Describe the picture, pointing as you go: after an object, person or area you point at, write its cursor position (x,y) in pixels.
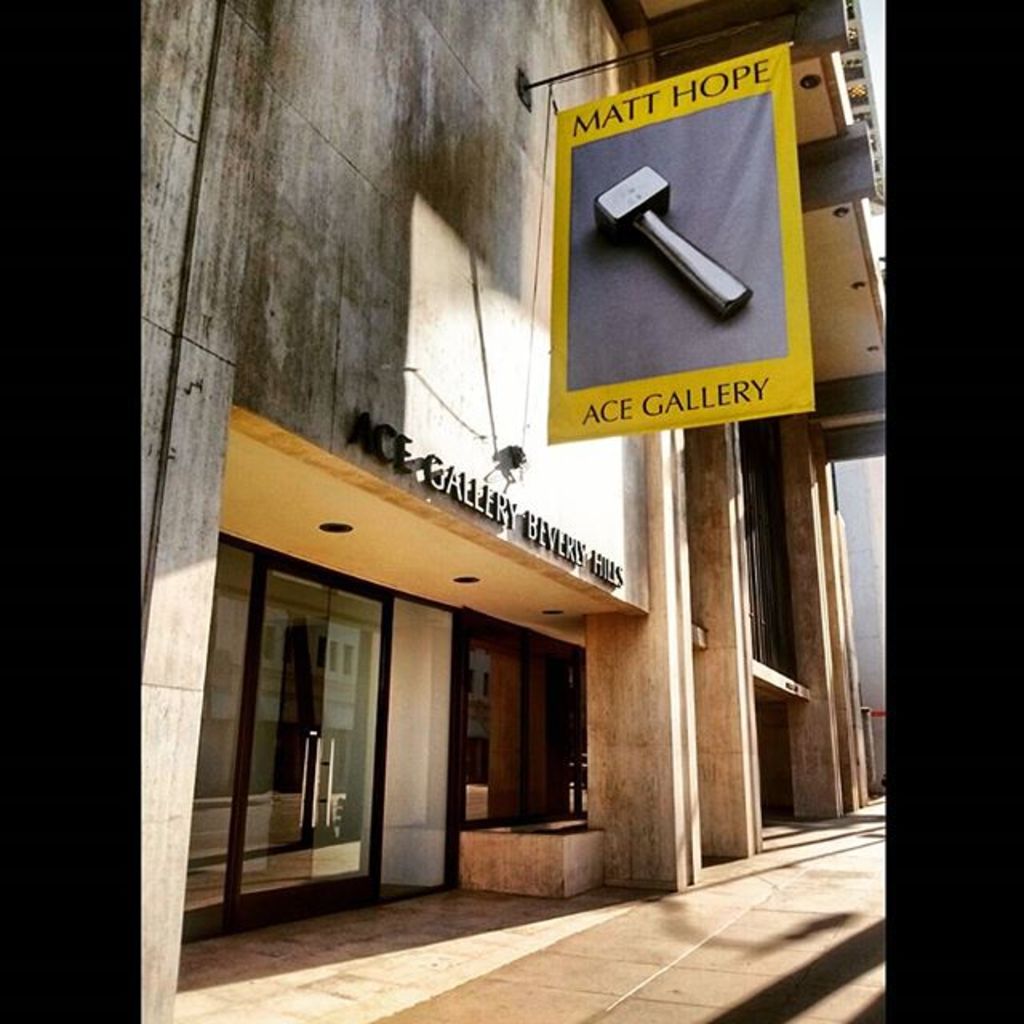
In this picture we can see a store (421,586). This is a wall (298,265). We can see a banner (730,403) hanged to a stand (526,78). This is a door (354,776).
